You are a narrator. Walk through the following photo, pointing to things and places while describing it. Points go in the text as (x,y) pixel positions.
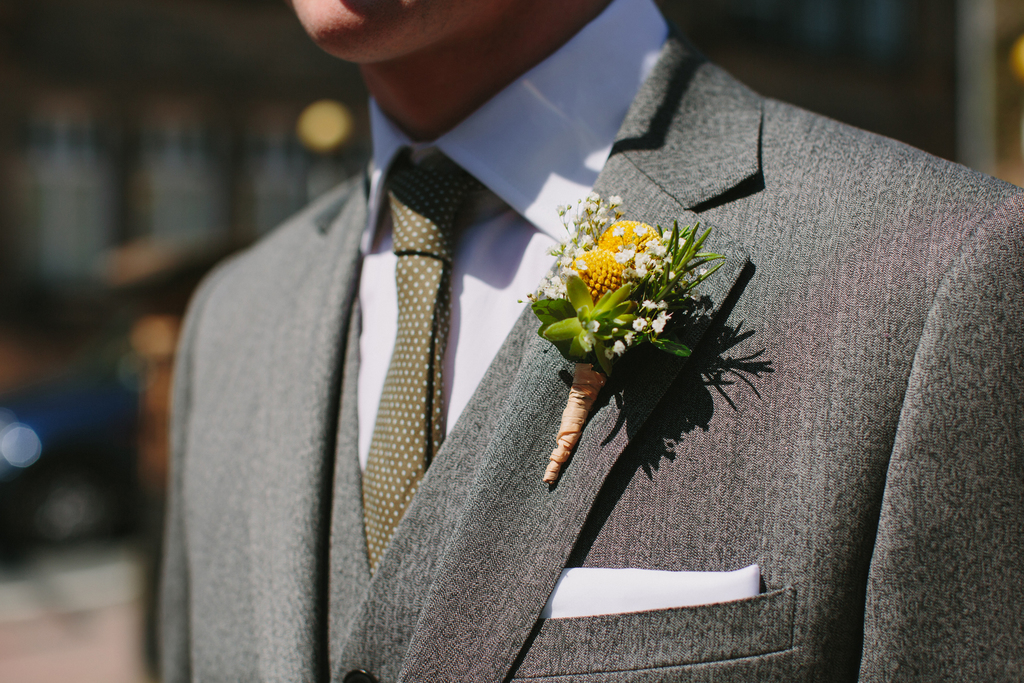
In this image in the front (477,443) there is a man (457,457) wearing a grey colour suit (320,469) and tie (415,351) and white colour shirt (515,272). On the suit (615,365) there is small flower (599,316) and the background (13,574) is blurry.
